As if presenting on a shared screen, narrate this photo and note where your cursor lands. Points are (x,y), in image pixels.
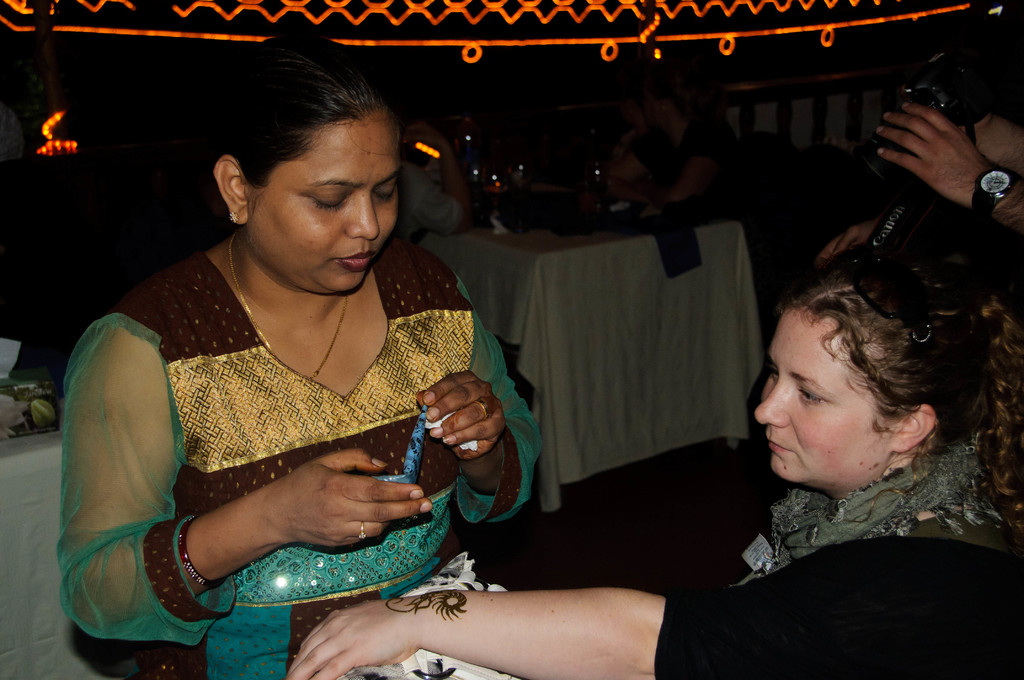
On the right side (918,488) there is a woman (870,590) wearing black color dress (769,614) and looking at the left side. There is some mehndi design (412,607) on her hand (377,632). On the left side (177,333) there is another woman (228,389) holding a mehndi cone (410,449) in the hands (430,409) and looking at this mehandi cone (412,445). On the right side (947,94) there is a person (969,143) holding a camera (938,99) in the hand (908,161). In the background (486,295) there are two tables (59,481) which are covered with white color clothes (576,357). On the table (576,380) few objects (28,396) are placed. In the background (689,145), I can see few people (446,137) in the dark. At the top (634,5) there are few lights (594,5).
